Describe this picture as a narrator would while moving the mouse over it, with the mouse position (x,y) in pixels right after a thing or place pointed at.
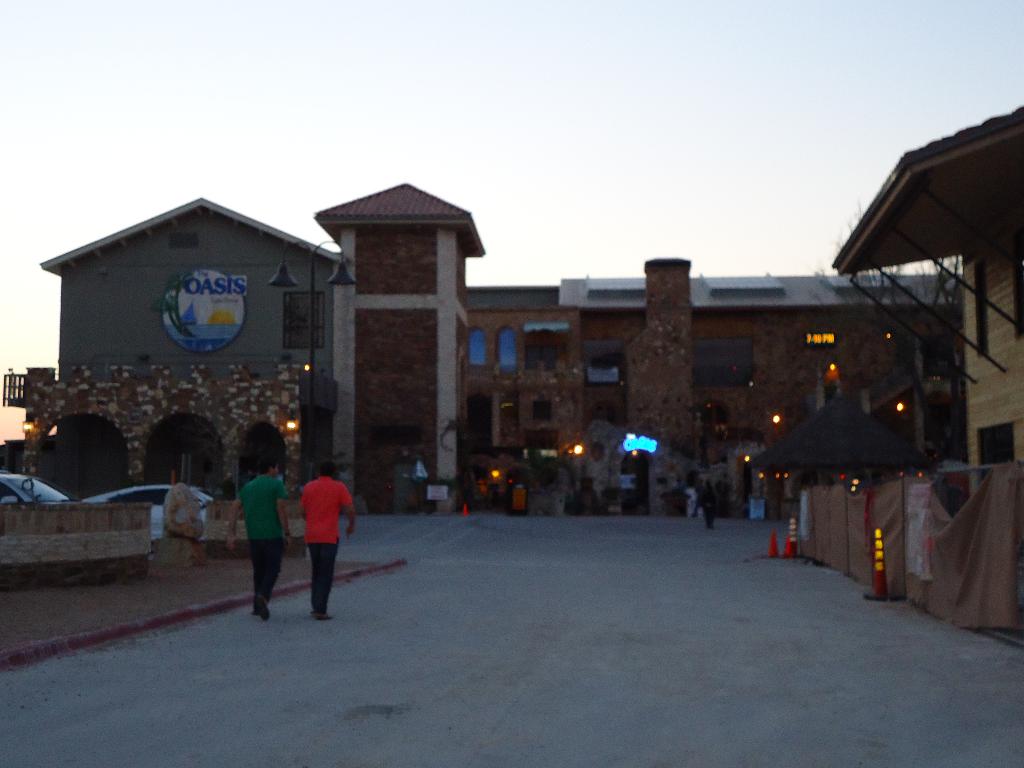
In this image I can see on the left side (253,523) two men (253,536) are walking on the road (465,644). In the middle (422,508) there is a building (624,388) with lights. At the top (528,96) there is the sky (514,144).
